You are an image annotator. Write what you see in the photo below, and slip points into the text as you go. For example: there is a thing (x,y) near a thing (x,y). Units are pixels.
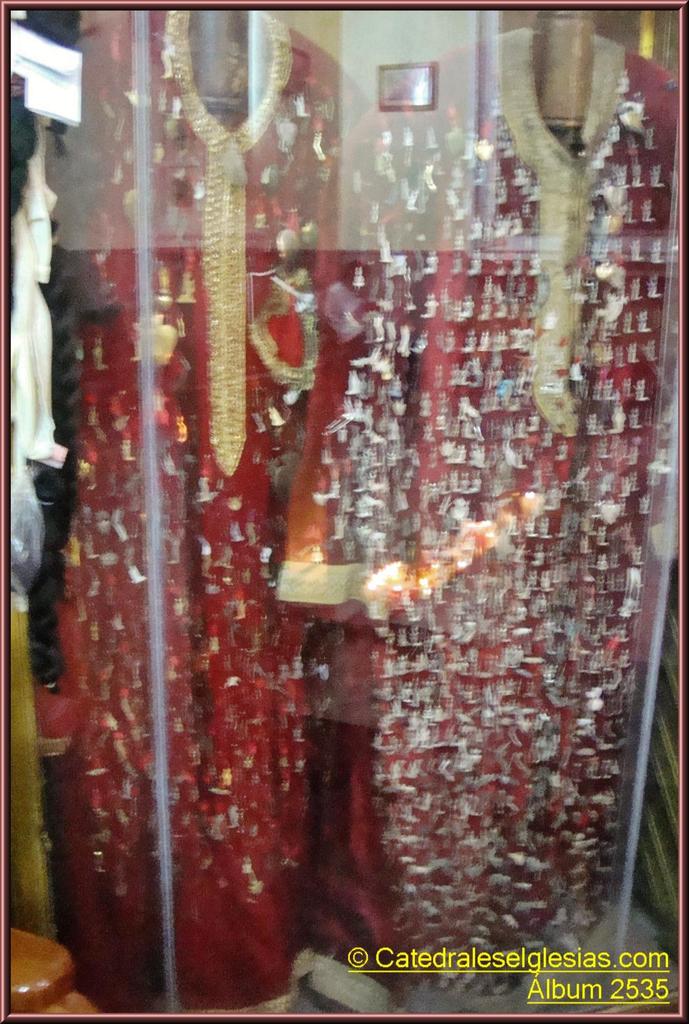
There are dresses (343,369) to the mannequins (267,251) in the foreground (263,301) inside the glass (374,430), there is text (465,951) at the bottom side (482,951).
